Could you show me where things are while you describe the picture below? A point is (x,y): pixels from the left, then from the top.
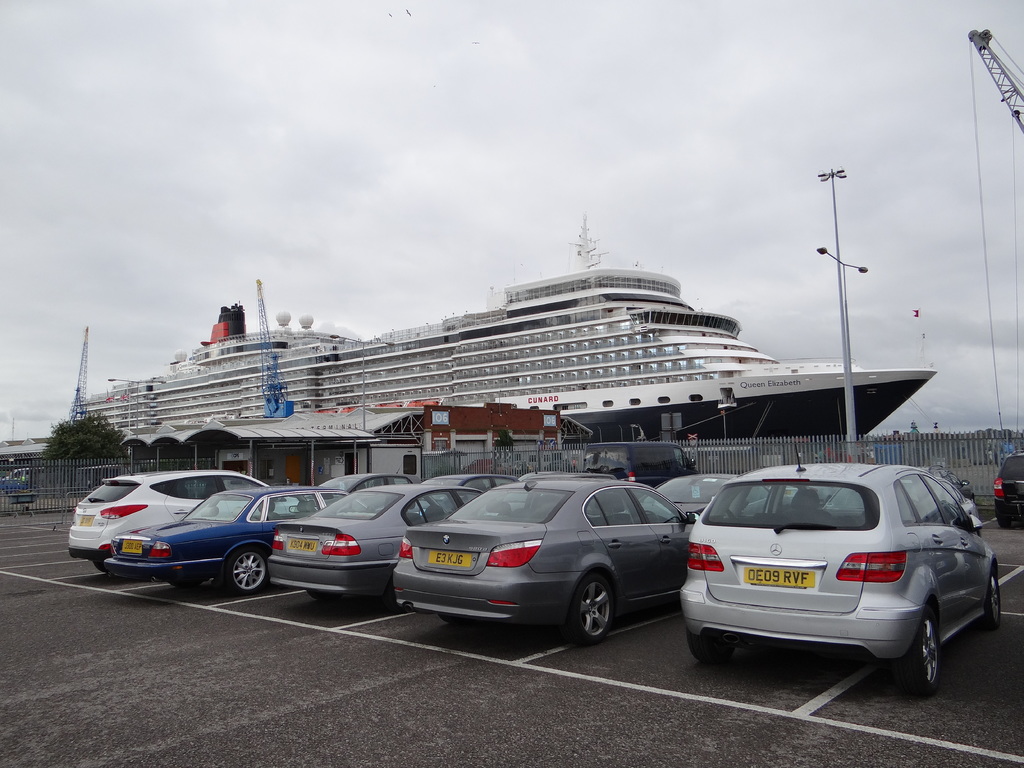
In this picture in the center (455,505) there are cars (958,584) on the road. In the background (776,456) there is a fence (790,456). There is a tree (89,442). There is a pole (843,338). There is a ship (506,374) and there are stands (80,387) and there are tents (165,438) and the sky (494,103) is cloudy.
